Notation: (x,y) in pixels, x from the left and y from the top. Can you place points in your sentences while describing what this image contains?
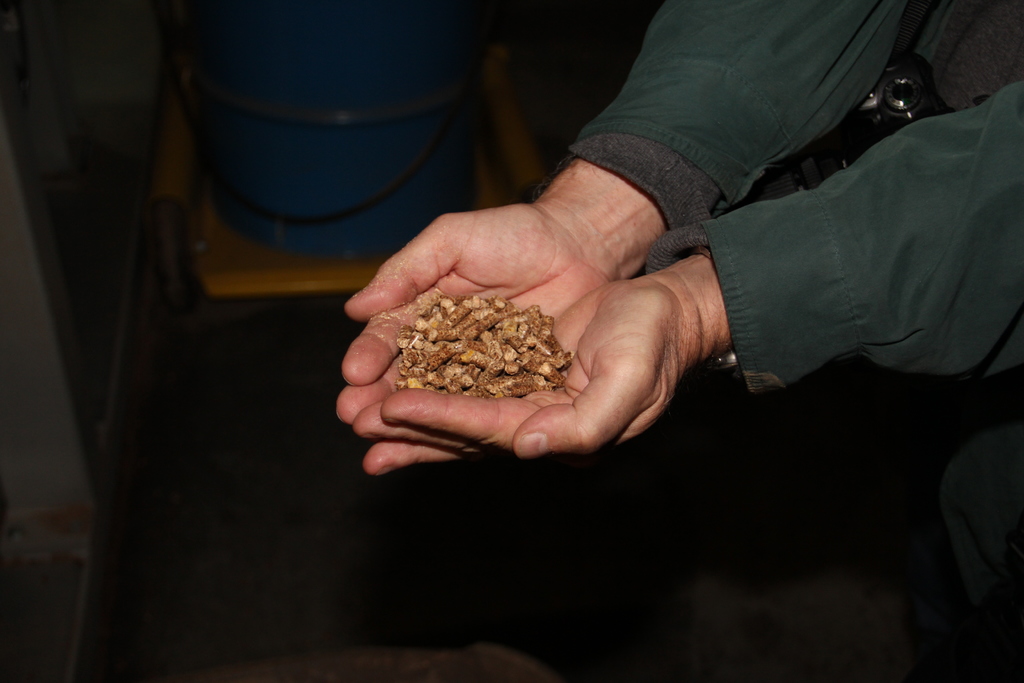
In the image there is a person (741,227) in green dress (749,254) holding dog food (479,366) and behind there is a bucket (424,14) on the table (262,253).
